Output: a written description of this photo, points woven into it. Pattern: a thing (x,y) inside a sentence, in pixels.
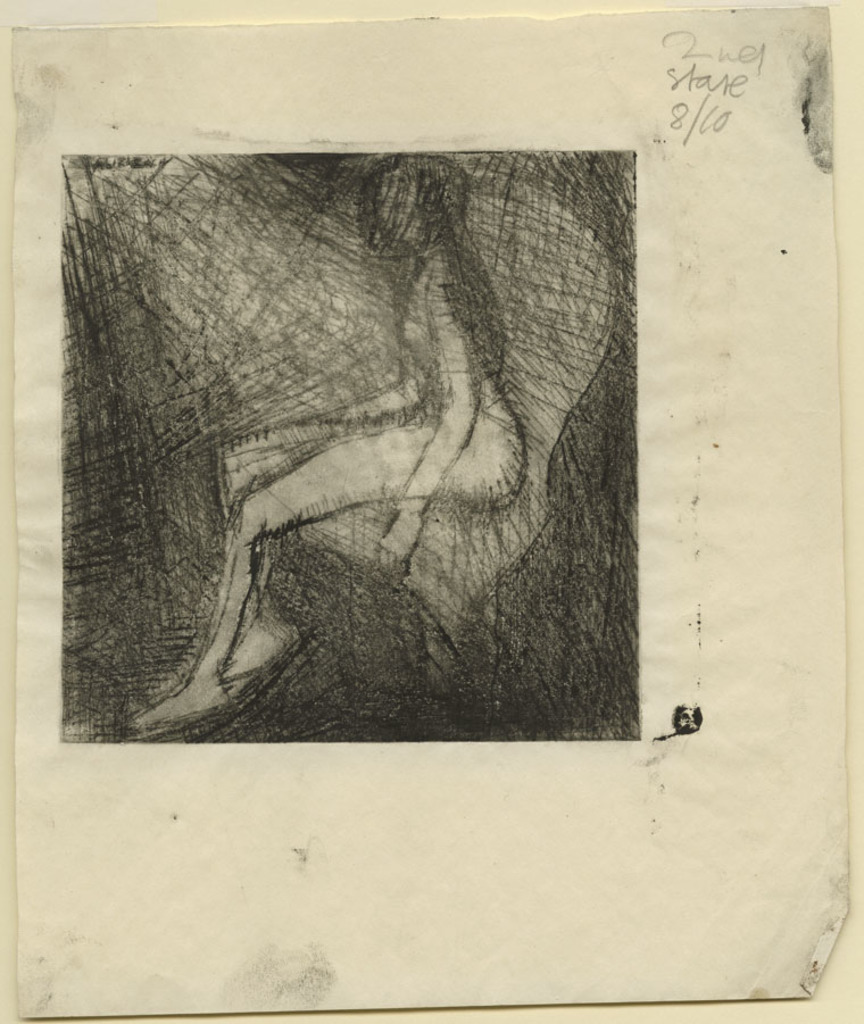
This picture contains the sketch (476,340) of the woman (367,413) drawn on the white paper (23,820). In the background (7,38), it is white in color. This paper (713,785) might be pasted on the white wall (731,1023).
